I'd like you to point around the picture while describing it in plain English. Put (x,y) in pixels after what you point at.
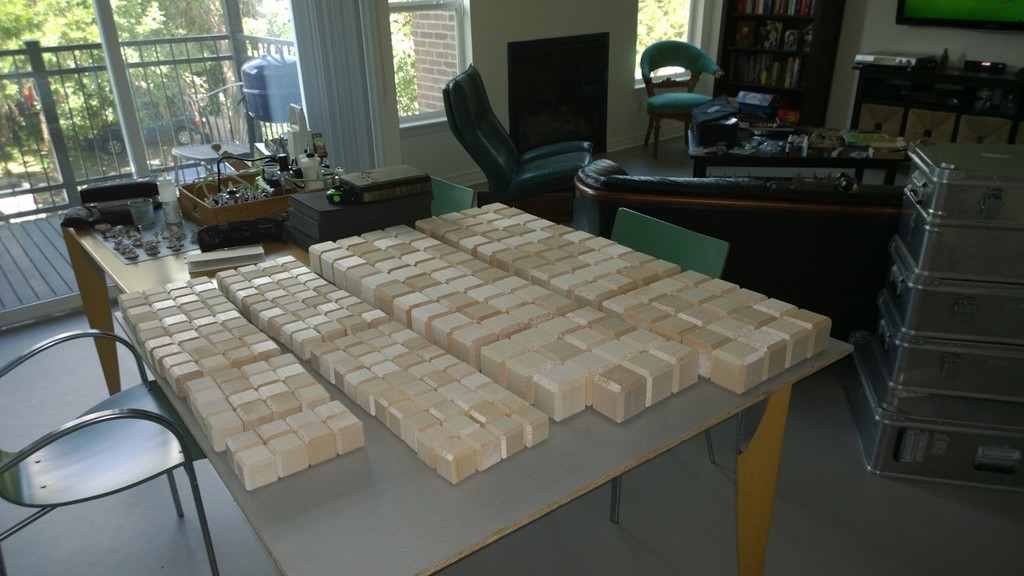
In the center of the image (443,250) there is a table (292,565) on which there are object (346,206). In the background of the image (451,9) there is a window (402,115). There are trees (133,13). To the left side of the image (12,529) there is a chair (3,484). To the right side of the image (850,363) there are boxes (882,389).
